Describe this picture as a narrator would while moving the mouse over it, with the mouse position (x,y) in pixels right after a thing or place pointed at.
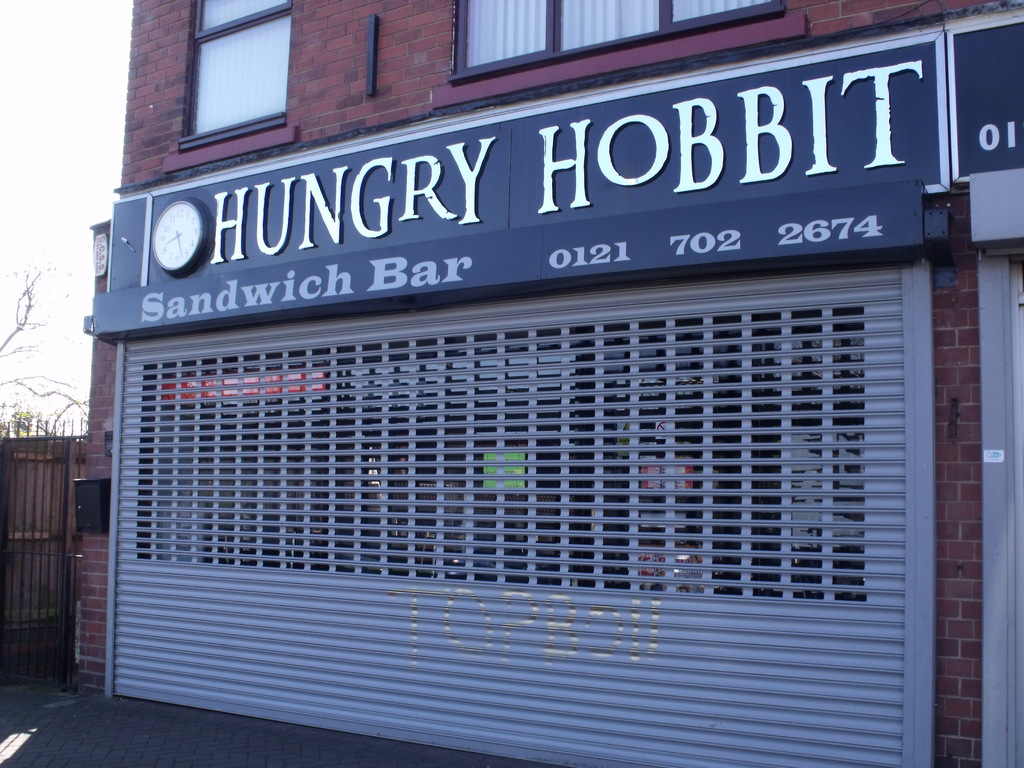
In this picture we can see a building (305,517) with a board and a clock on it and we can see sky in the background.
